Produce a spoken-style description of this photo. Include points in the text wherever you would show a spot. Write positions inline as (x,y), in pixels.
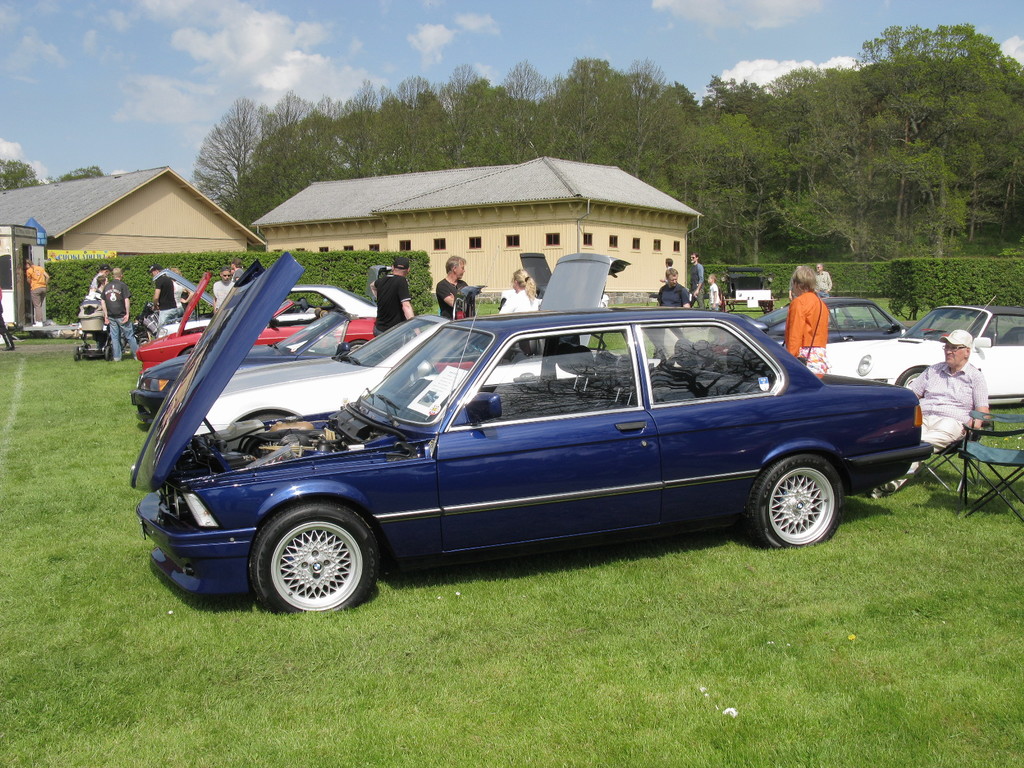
In this image we can see two houses (222,247), some objects (30,240) on the surface (24,356), some chairs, one name board (65,257), some people (394,279) are holding some objects (92,338), so many big trees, bushes (981,282) and some green grass (983,617) on the ground (791,601). There are some cars (778,327), one man (981,408) sitting on the chair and at the top (126,36) there is the sky (683,28).
